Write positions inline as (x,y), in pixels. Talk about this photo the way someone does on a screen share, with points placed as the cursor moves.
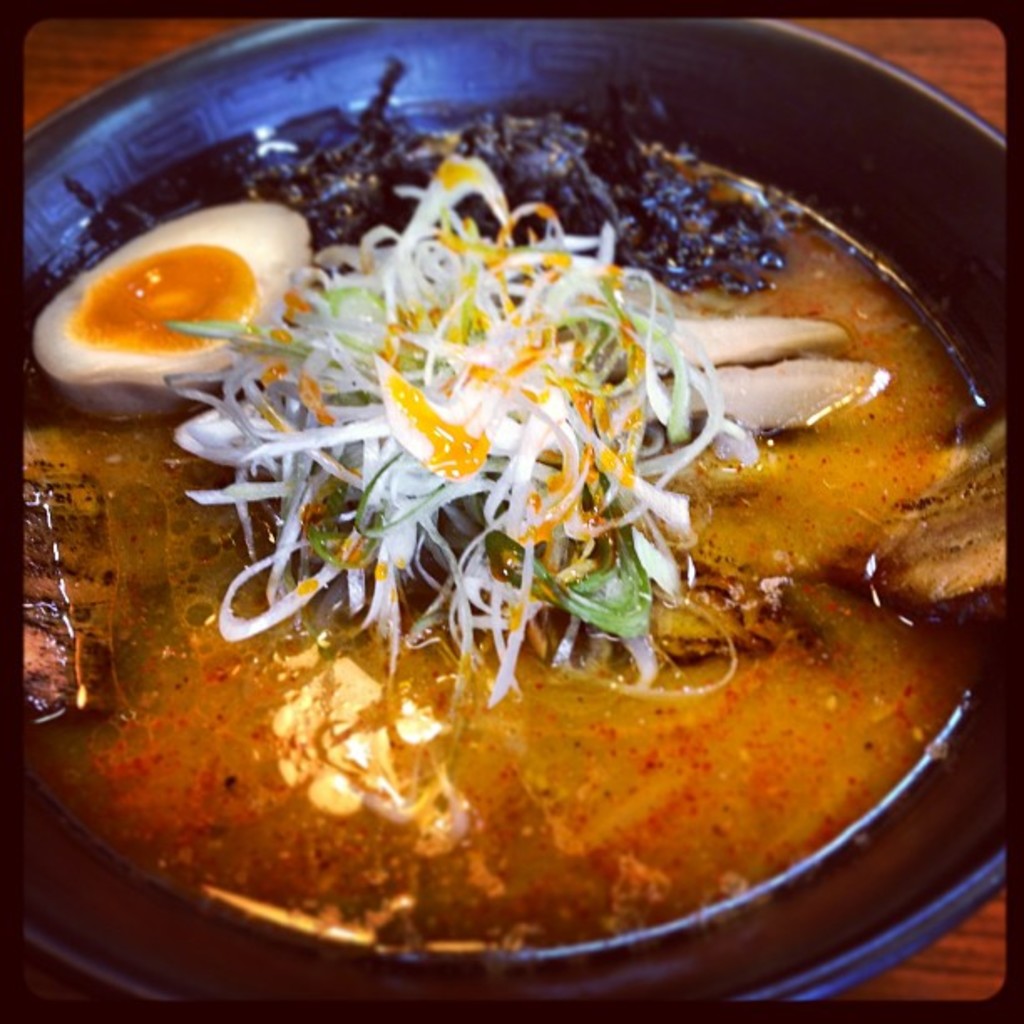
In this picture there is a food (471,739) with egg (49,331) in the black pan (969,366), which is placed on the wooden table top (991,53).
